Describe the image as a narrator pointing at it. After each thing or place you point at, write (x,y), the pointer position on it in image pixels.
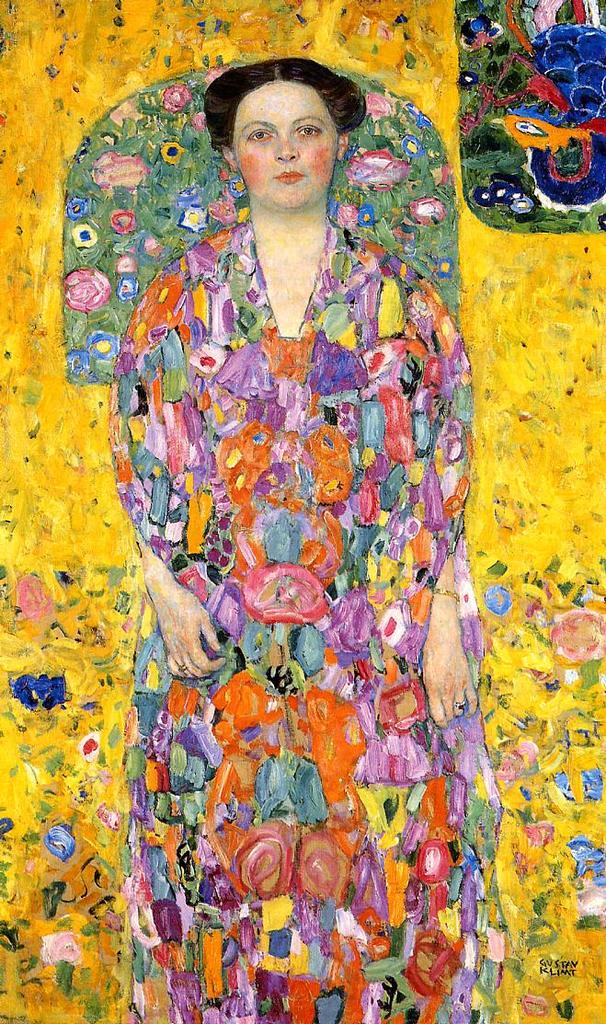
The image is looking like a painting. In this picture we can see a woman (225,540), there are flowers (86,271), leaves (86,262), bird (530,126) and various objects (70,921).
